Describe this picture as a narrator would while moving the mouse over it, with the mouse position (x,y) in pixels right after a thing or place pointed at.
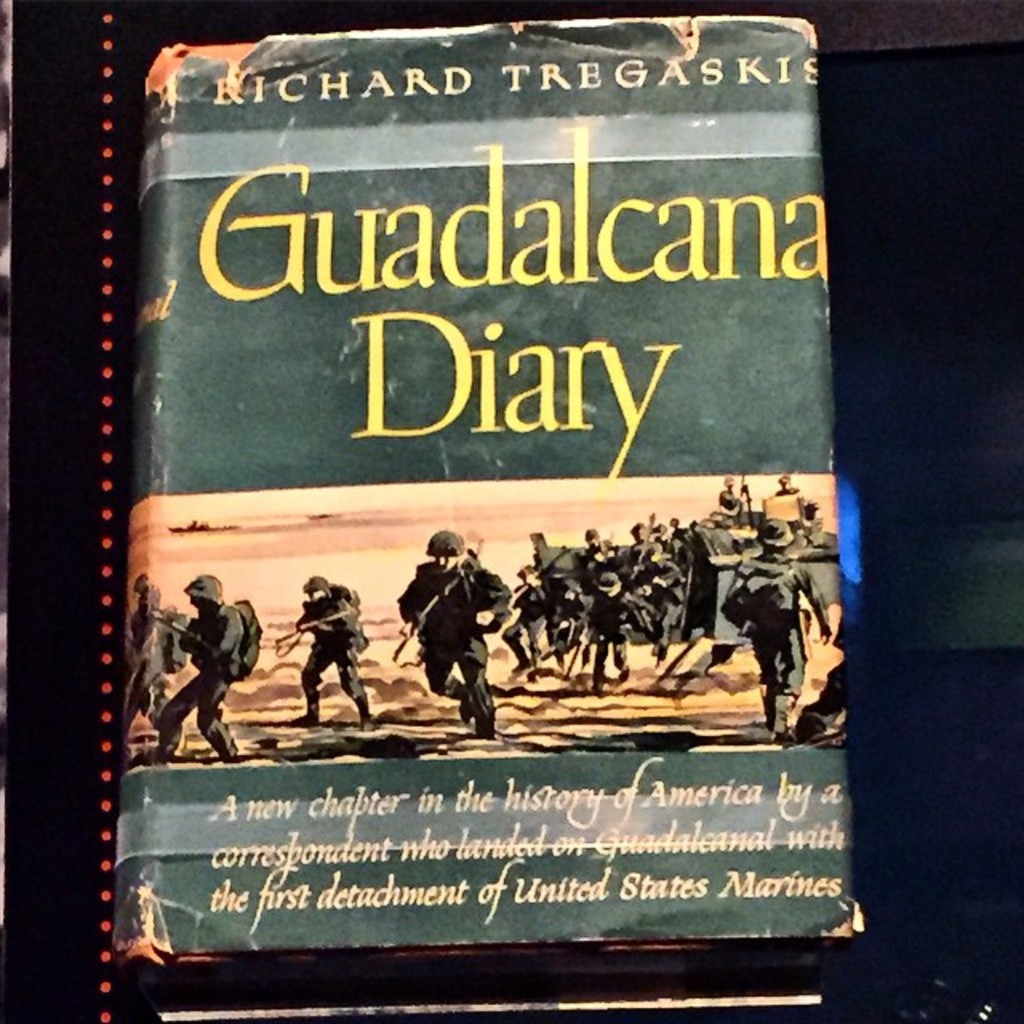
In this image I can see a book (374,824). On the cover page (391,513) of the book (450,535) there are words (516,357) and there is an image (310,725) of group of people (448,620). And the book (426,626) is placed on an object (576,999).
